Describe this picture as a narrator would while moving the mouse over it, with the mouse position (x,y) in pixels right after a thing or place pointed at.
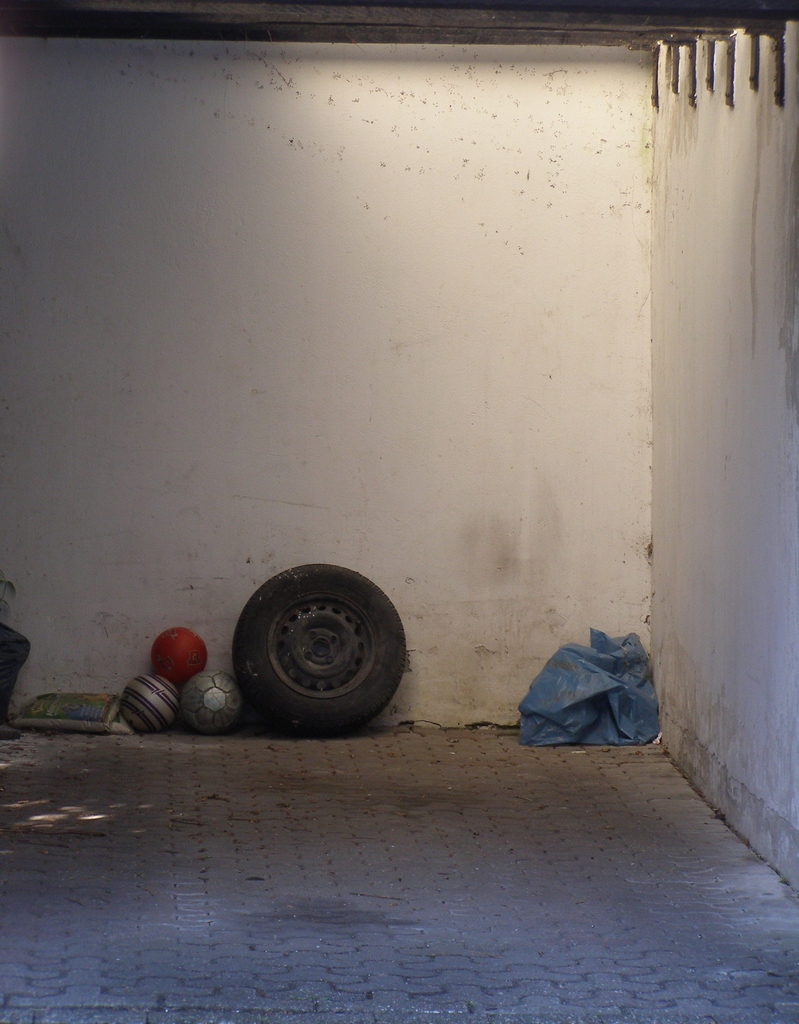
In this image I can see few balls (133,692), tire (235,649), blue color plastic cover (612,693) and few objects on the floor (323,823). I can see the wall (609,374).
